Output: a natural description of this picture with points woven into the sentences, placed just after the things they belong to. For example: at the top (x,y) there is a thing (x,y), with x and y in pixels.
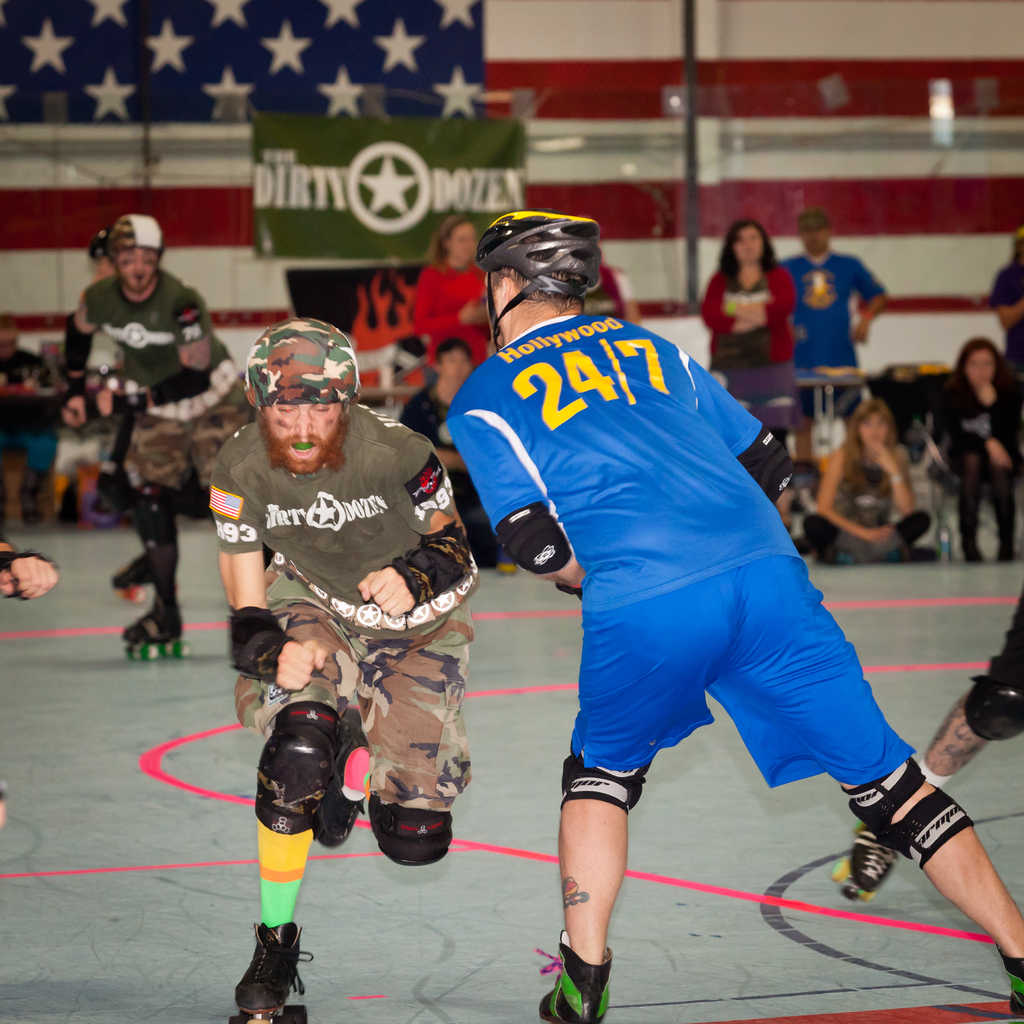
There are persons (473,576) in different color dresses (630,707) skating on the floor (793,892). In the background (904,542), there are persons (959,393) sitting, there are persons (769,326) standing, there is a banner (411,163) and there is wall (744,14).
